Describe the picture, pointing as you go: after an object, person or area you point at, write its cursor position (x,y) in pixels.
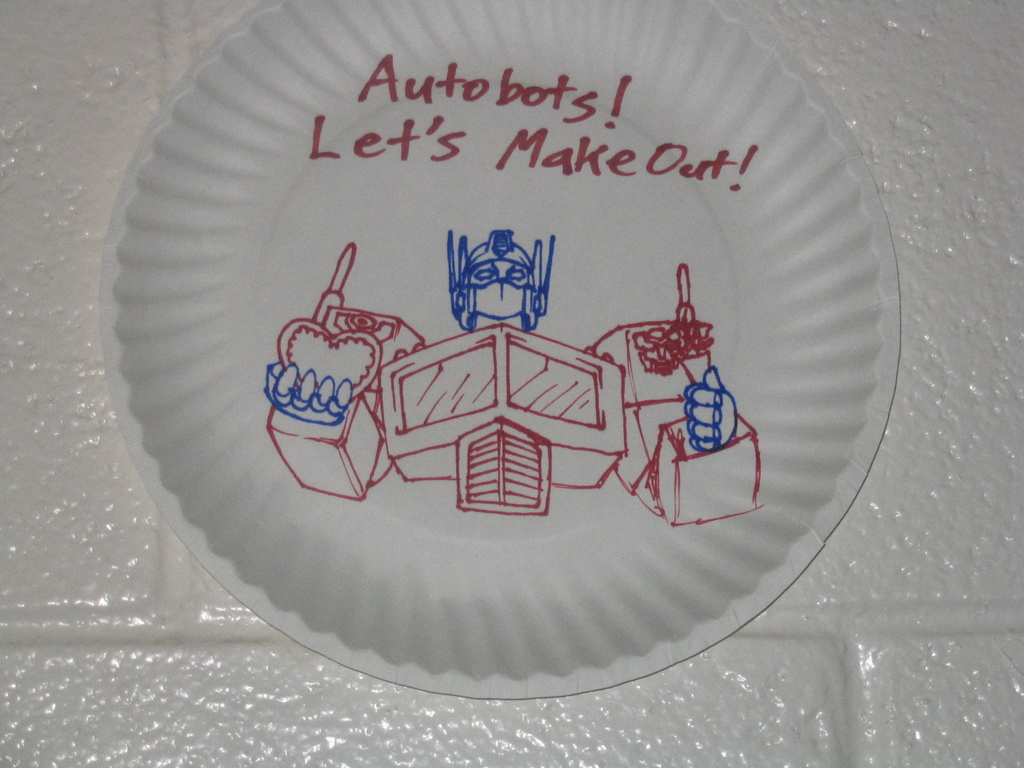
In this picture I can see the text (463,135) and a diagram (536,395) on a plate (566,343).
